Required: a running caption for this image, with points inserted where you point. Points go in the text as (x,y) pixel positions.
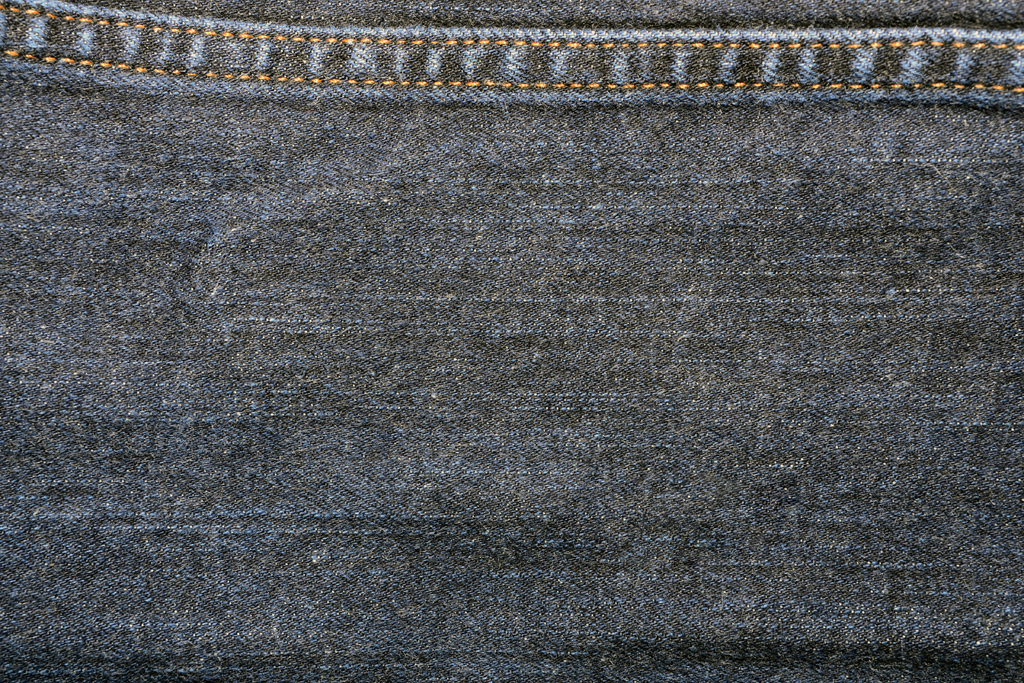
In this image we can see a jeans cloth (498,294).
